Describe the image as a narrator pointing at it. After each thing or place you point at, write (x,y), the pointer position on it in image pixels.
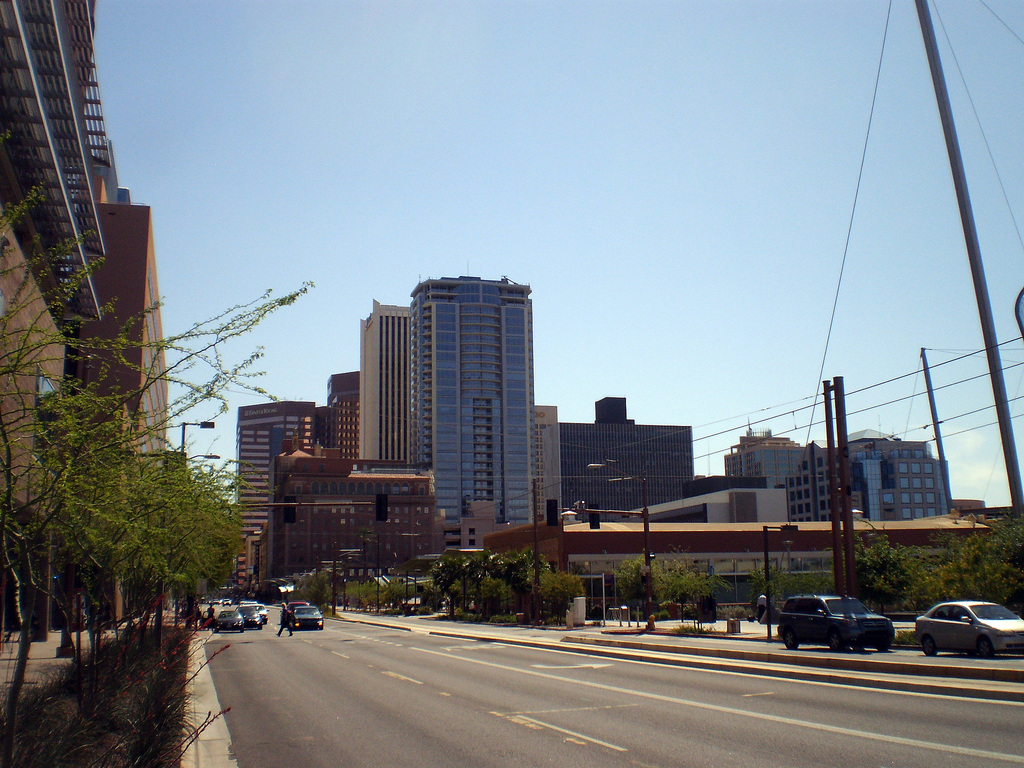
In this picture I can see vehicles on the road (734,680), there are group of people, trees (563,620), poles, cables (984,427), signal lights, buildings (538,492), and in the background (675,160) there is sky (741,88).
